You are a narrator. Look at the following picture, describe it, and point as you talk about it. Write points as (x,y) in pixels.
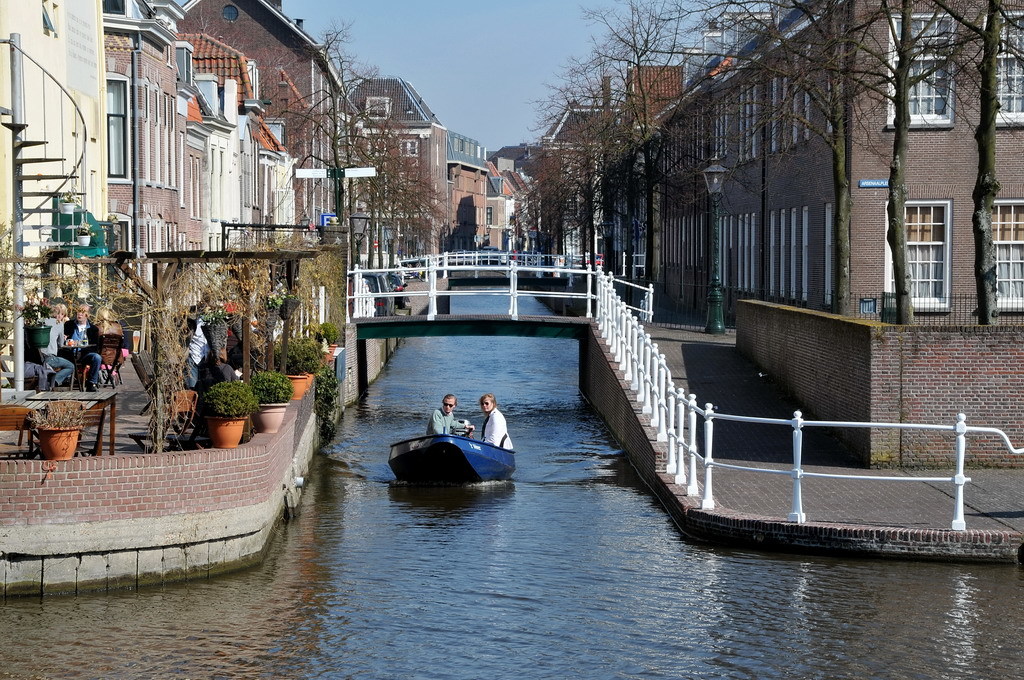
There are two persons (452,417) present on the boat (492,446) as we can see on the surface of water (463,573). There is a bridge (485,292), fence (503,292), plants (174,405), trees (412,219) and buildings (802,261) in the background (414,238). There is a sky (496,58) at the top of this image (487,49).
